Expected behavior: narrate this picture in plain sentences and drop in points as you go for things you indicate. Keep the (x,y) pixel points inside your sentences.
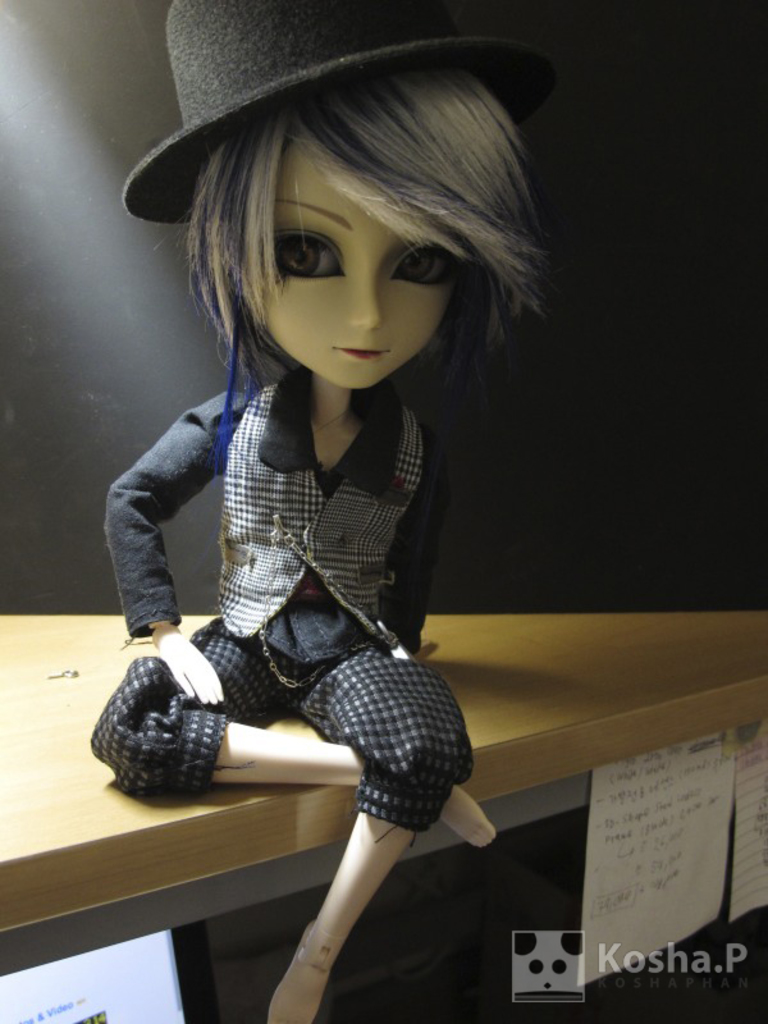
In this image, there is a doll (262,379) on the table (516,680) wearing clothes (330,639) and hat (155,182).
